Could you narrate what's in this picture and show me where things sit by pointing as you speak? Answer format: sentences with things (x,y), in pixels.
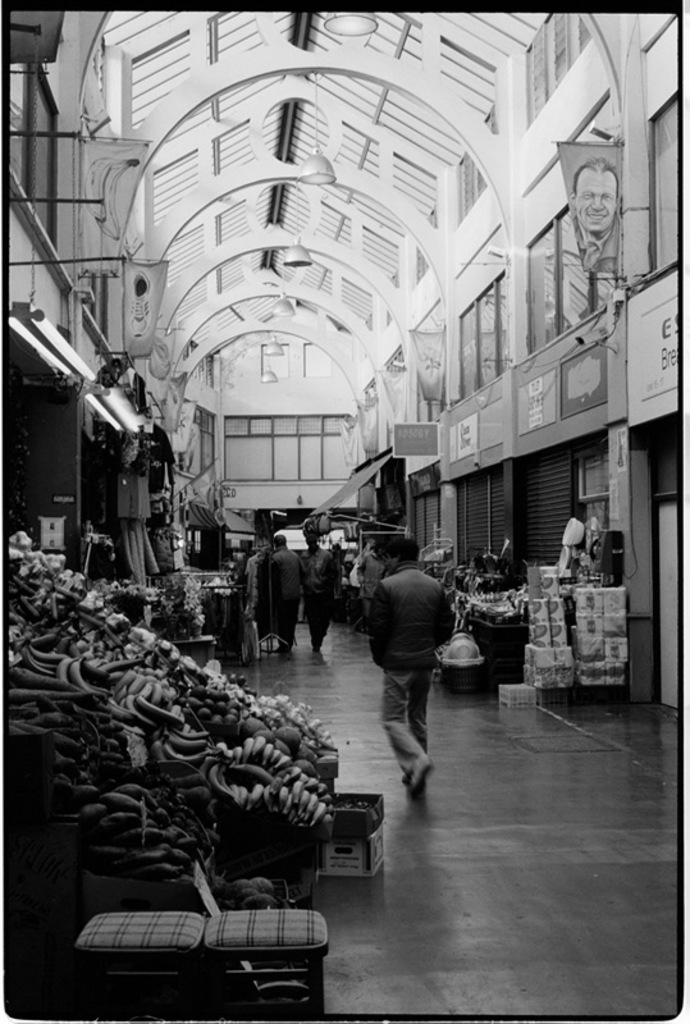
This is a black and white picture. Here we can see people (435,614), boxes (25,754), lights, roof (324,33), banners (93,149), boards (642,314), shutters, fruits (115,711), stools (306,917), floor (459,713), and other objects (200,484).
